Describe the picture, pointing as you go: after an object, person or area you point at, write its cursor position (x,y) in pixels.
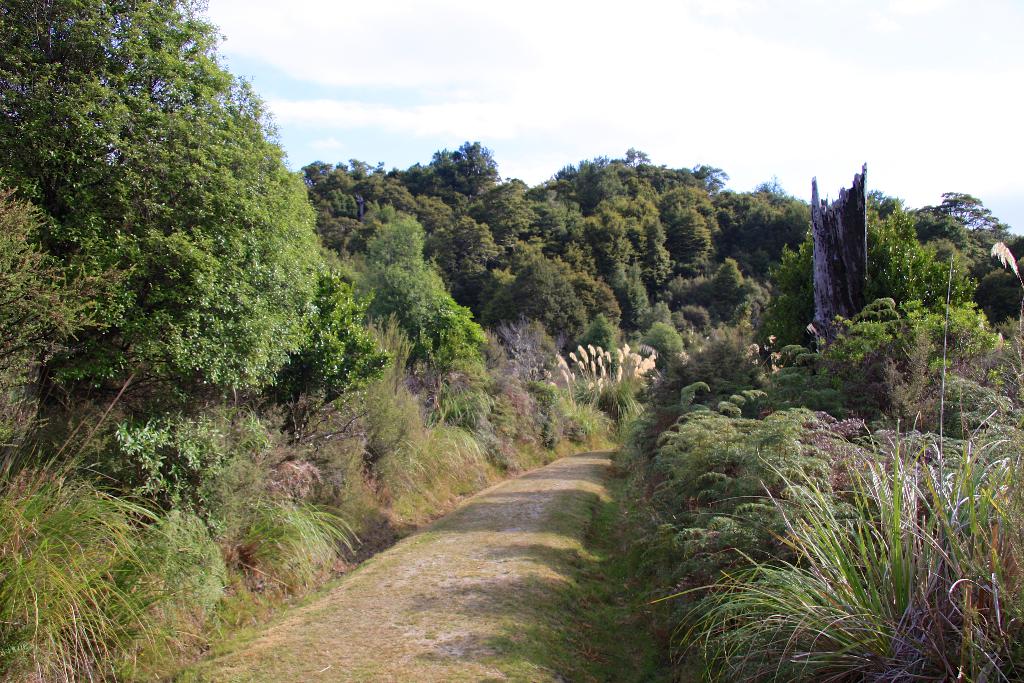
In this image we can see some plants (281,490), trees (265,326) and the grass (590,649) on the ground (567,642), also we can see a trunk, in the background (582,63), we can see the sky (795,74).
